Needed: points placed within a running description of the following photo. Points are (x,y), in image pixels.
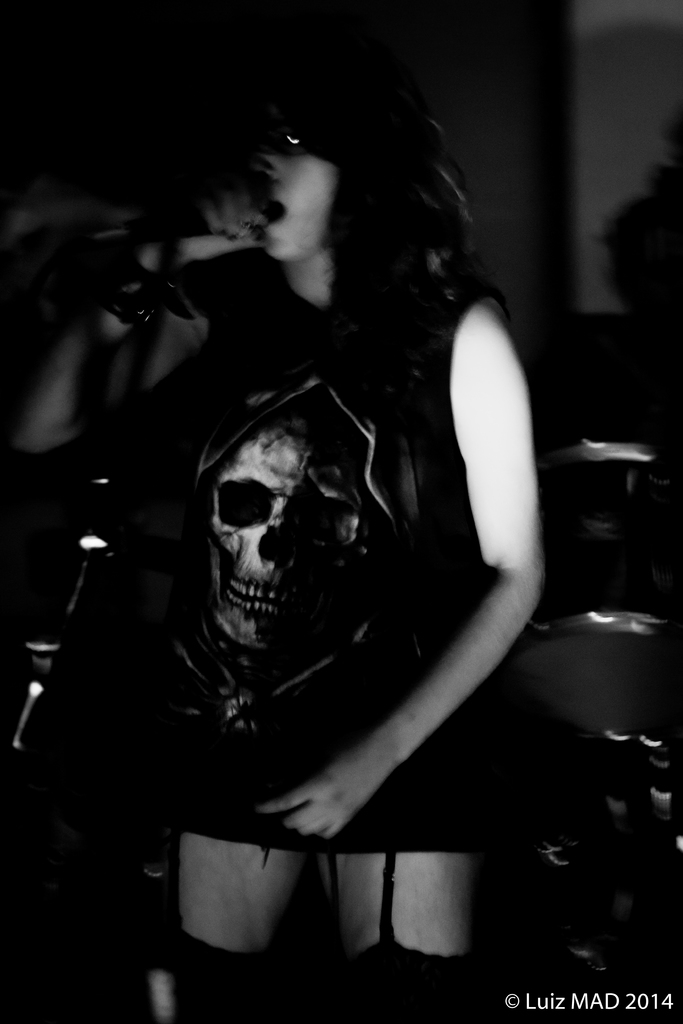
In this image we can see a person (263,353) holding a microphone (256,230), the microphone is held up to the mouth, behind the person (448,517) we can see a musical instrument (565,619) and a shadow (666,190) on the wall (628,187).
